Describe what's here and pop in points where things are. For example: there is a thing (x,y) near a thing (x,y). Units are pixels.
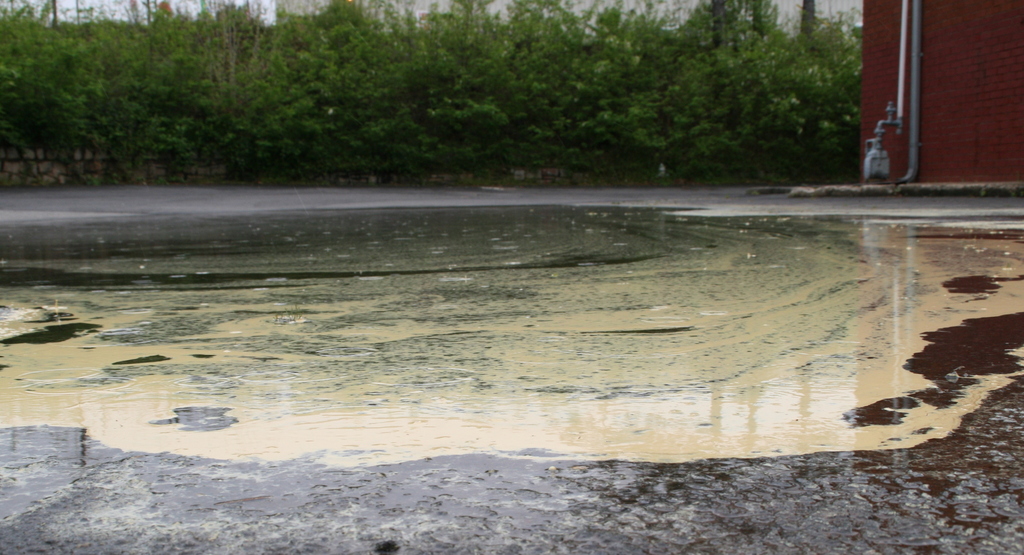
In this image we can see some water (619,317) on the ground (521,472). On the backside (934,166) we can see a wall (967,50) with pipes (918,158) and a group of plants (521,97).
